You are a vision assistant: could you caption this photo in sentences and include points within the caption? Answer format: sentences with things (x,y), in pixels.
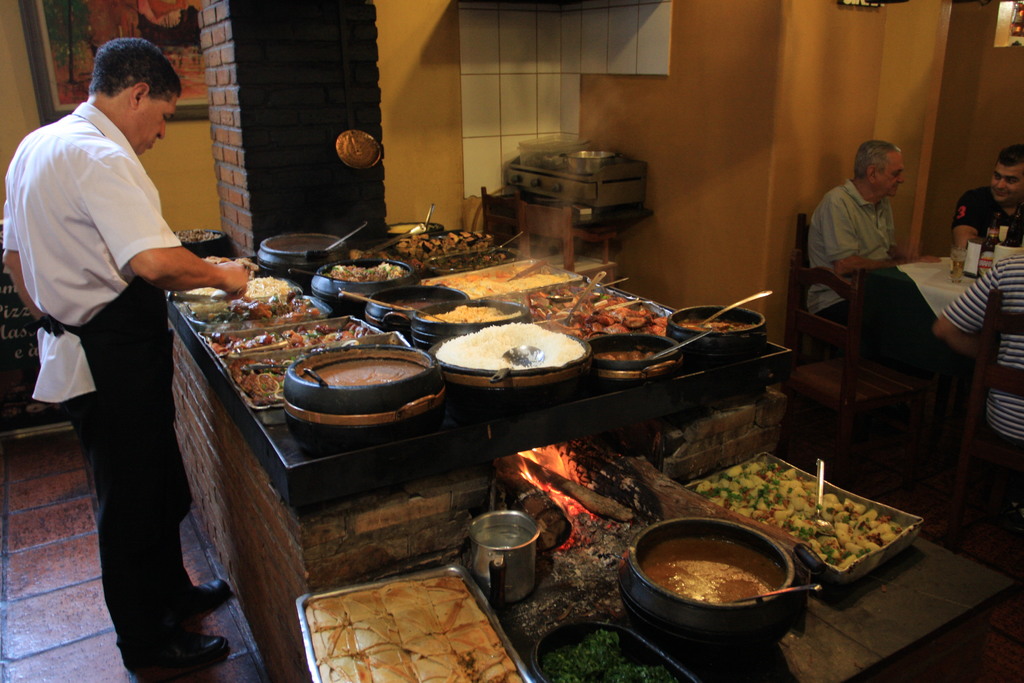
A man (146,82) is arranging dishes (368,247) at a buffet (430,358) in a restaurant (421,366). There are few people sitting at a table (880,326).
